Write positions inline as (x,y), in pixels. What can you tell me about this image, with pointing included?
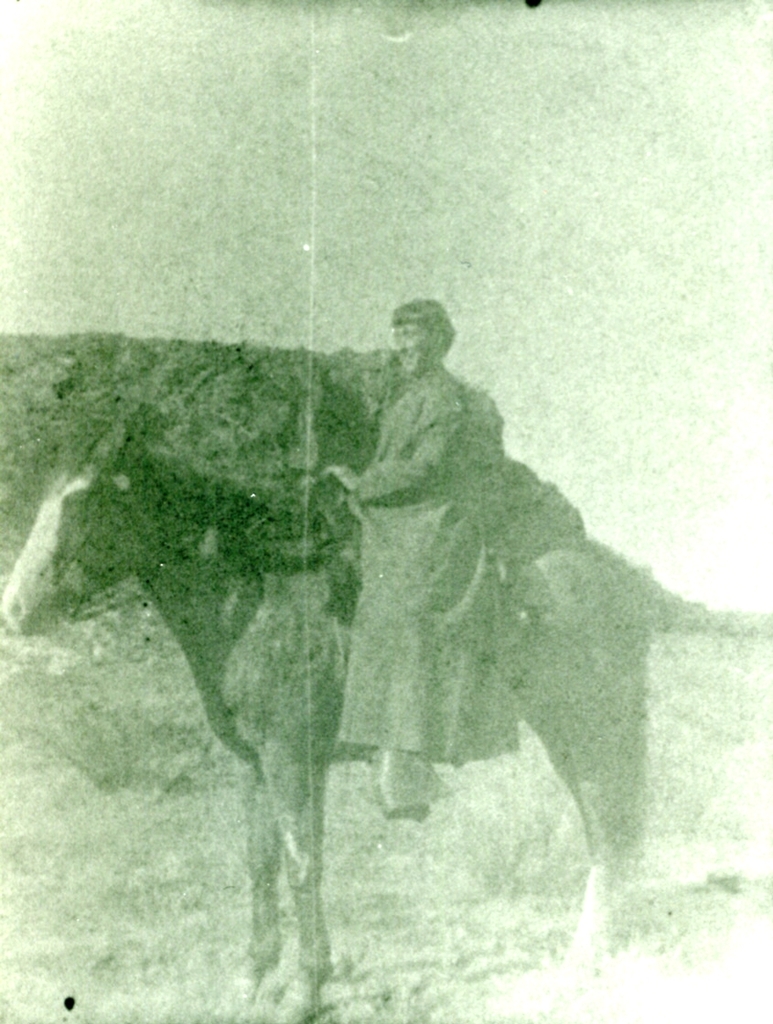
This is black and white image where we can see a person (416,609) is on the back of the horse (532,667). In the background of the image (170,382), we can see mountain (343,400).
